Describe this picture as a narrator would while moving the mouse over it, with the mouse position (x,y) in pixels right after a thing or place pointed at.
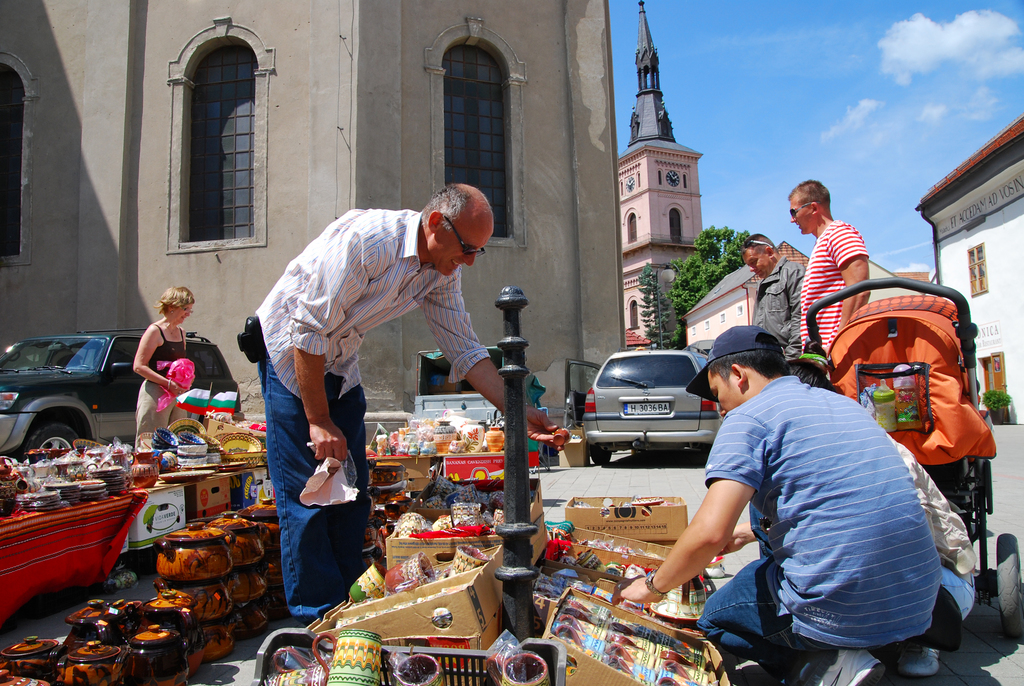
In the image we can see there are people (358,353) standing and some of them are sitting, they are wearing clothes (287,364) and some of them are wearing goggles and a cap (728,342). Here we can see post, boxes (497,545), cups (376,579) and many other things (638,637). We can even see there are vehicles (599,401) on the road (616,483). There are even buildings (652,264) and these are the windows (487,135) of the building (489,127). Here we can see clock (670,185), trees (683,280), plant (1000,392), baby cart (973,395) and a cloudy sky (841,117).
